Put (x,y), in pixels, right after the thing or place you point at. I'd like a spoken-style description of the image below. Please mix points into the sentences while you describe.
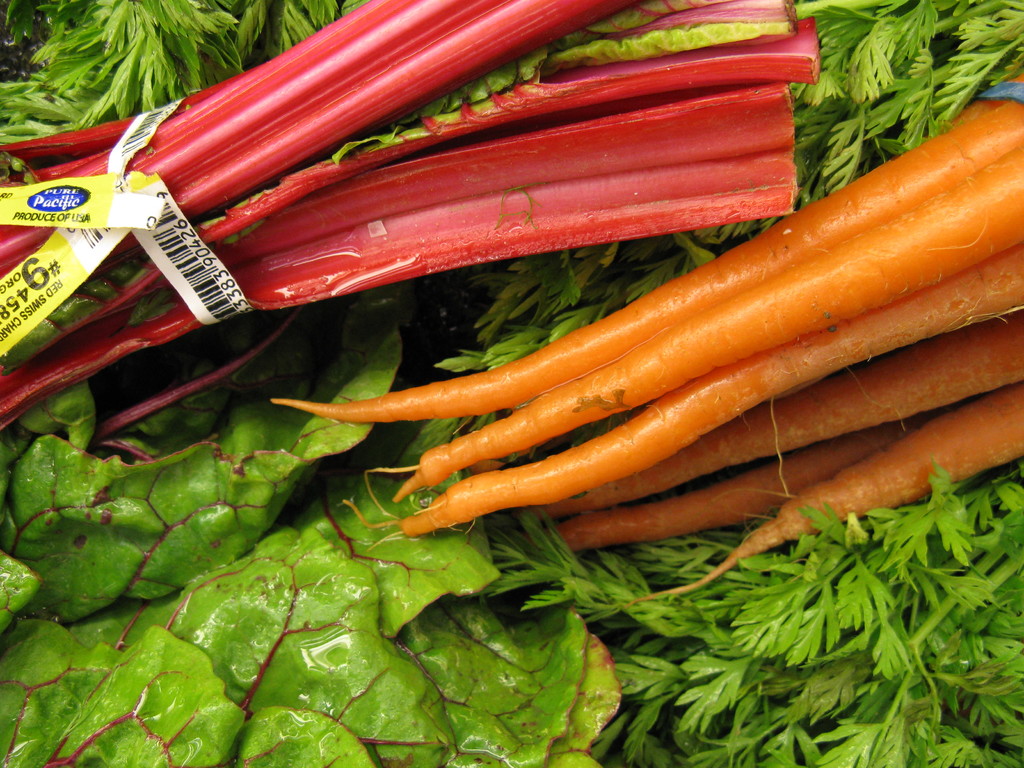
In this picture I can observe vegetables (566,338). There are leafy vegetables (323,476) and carrots (633,314) which are in orange color.
